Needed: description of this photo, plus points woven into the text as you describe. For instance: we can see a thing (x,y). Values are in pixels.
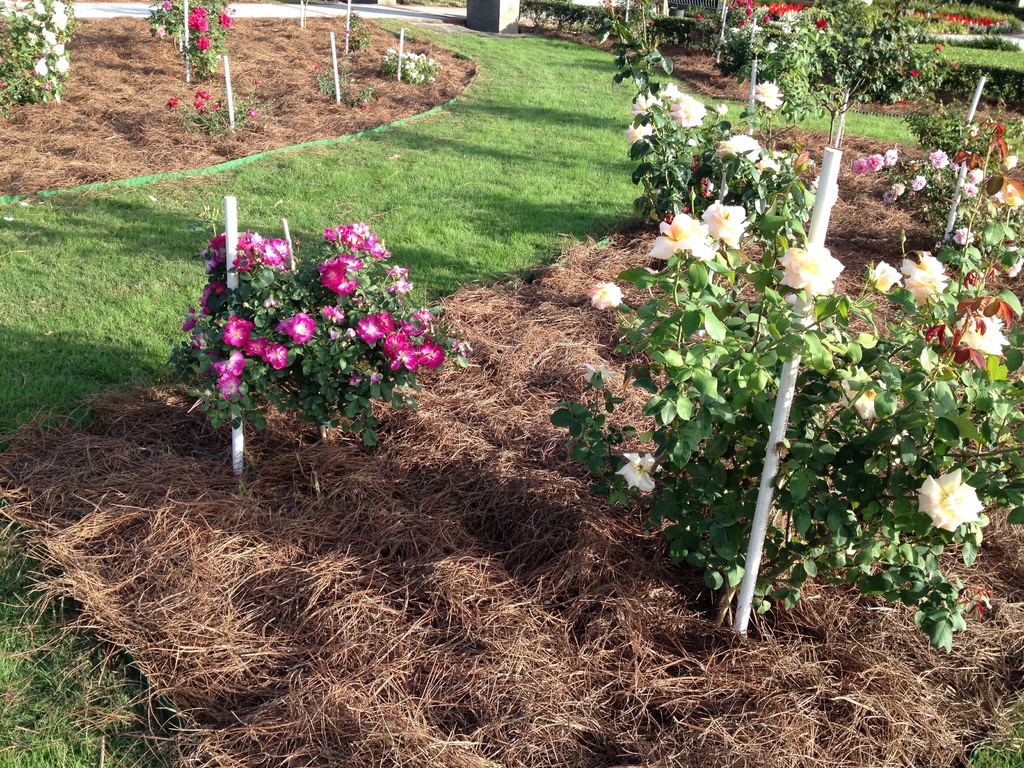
In this image there is a garden (274,154), in the garden (140,166) there are some flower trees (176,39).
